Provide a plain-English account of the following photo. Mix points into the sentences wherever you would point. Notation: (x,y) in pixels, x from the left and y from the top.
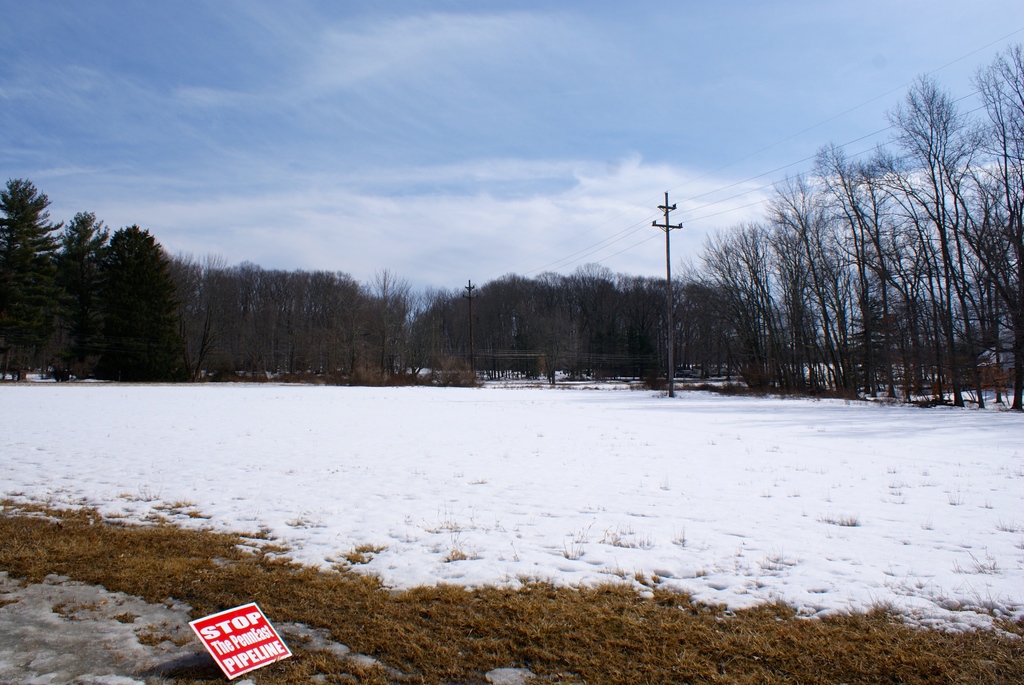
There is a sign board (243,634) on the ground (338,666). And it is partly covered with snow (627,505). In the background (665,252) there are electric poles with wires (616,249). Also there are trees (546,280) and sky (396,114) in the background (410,132).
